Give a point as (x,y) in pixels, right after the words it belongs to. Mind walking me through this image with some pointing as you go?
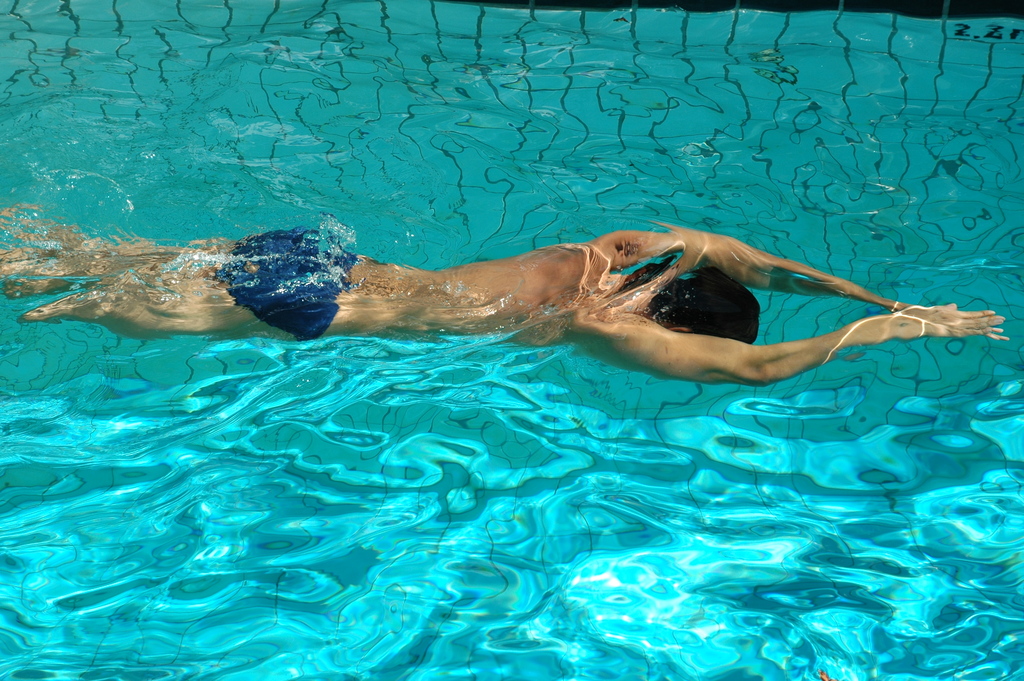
In this image there is a person (423,270) swimming in the water (526,242).
